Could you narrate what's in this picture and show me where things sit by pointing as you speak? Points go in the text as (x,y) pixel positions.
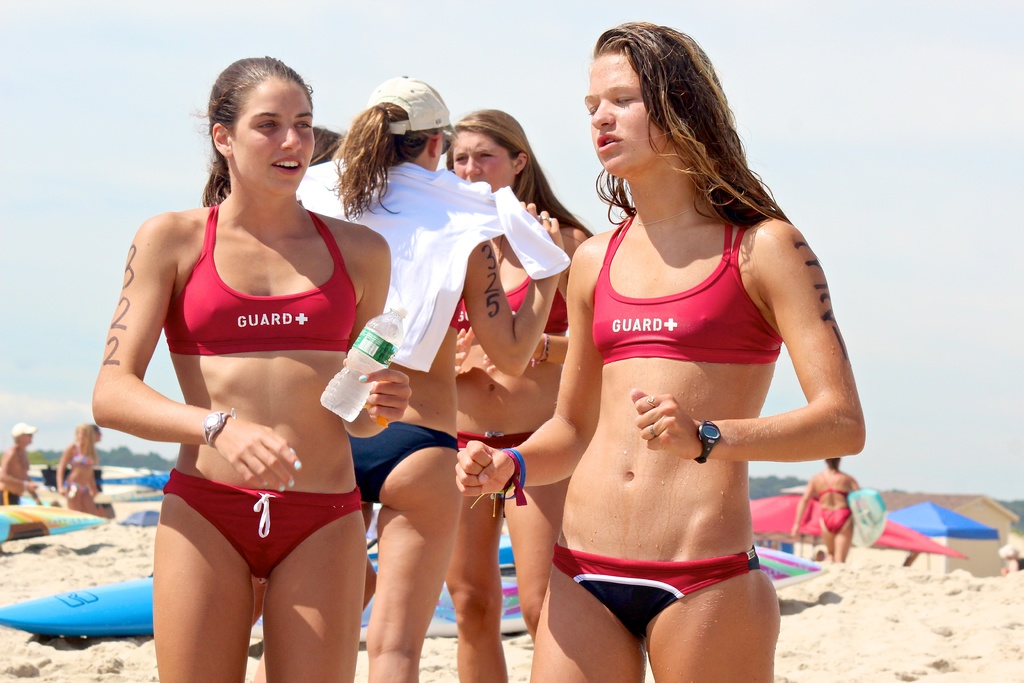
In this picture there are group of people (373,290) standing. At the back (65,453) there are group of people (827,516) walking and there are surfboards (86,606), tents (953,563) and there is a house (999,547) and there are trees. At the top (820,218) there is sky (1013,220). At the bottom (980,637) there is sand (792,648).
